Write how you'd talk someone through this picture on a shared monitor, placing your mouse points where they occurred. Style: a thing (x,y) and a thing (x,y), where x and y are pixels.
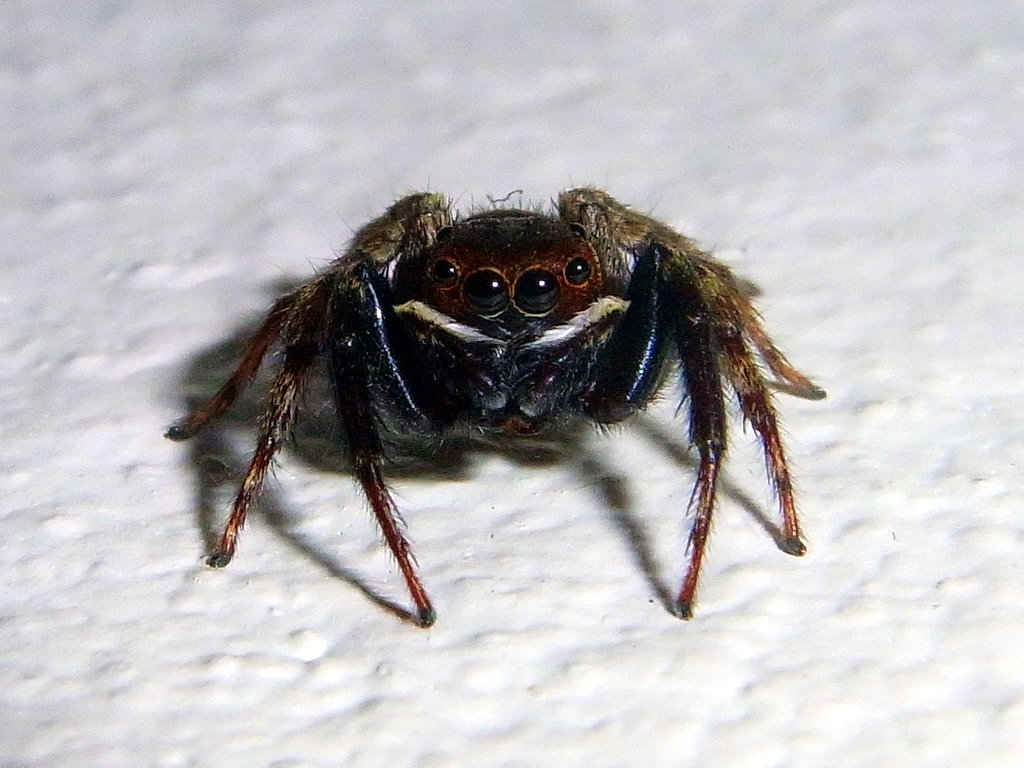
In this image there is an insect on a surface (175,298).
